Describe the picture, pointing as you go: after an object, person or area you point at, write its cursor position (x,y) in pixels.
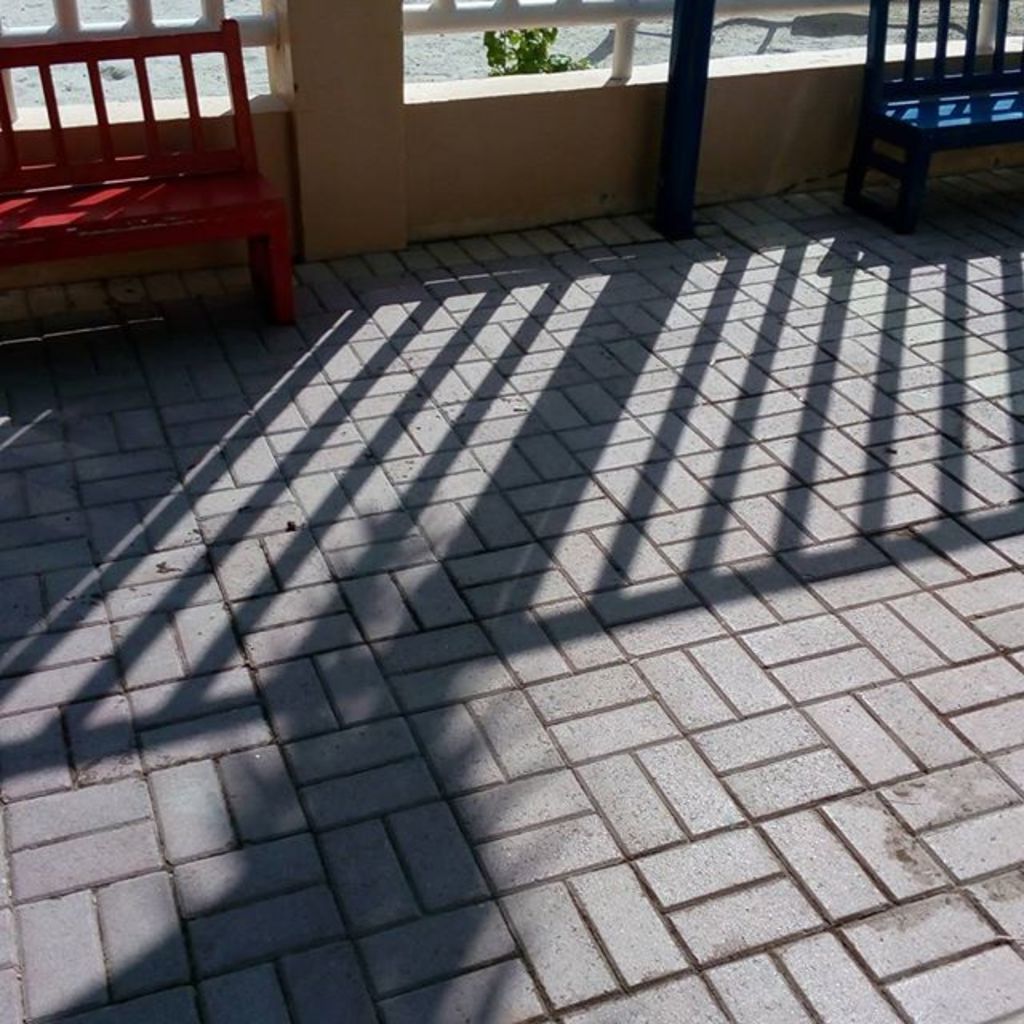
In this picture I can see there is a wall (354,227) and there are two benches (926,134), plants (494,51) and the shadow (247,790) is visible on the floor (699,456).
